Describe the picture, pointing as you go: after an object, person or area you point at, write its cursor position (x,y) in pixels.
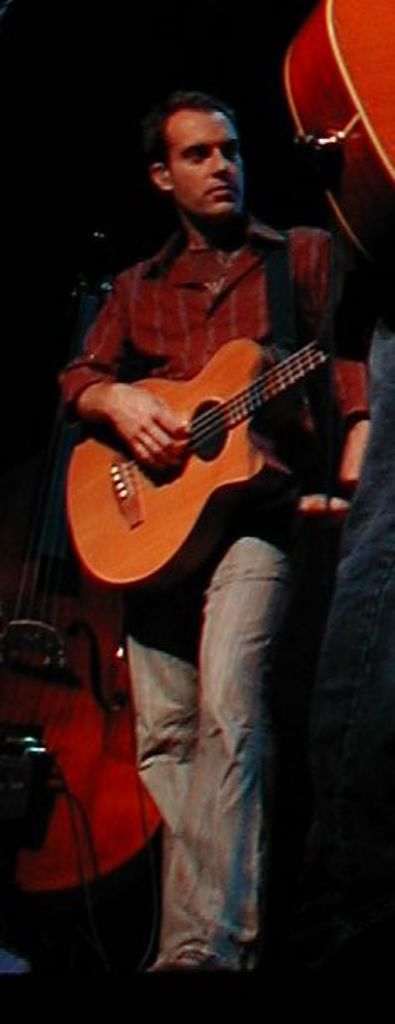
In this image there is a person (212,343) wearing red color shirt (190,343) playing a guitar (150,541).
